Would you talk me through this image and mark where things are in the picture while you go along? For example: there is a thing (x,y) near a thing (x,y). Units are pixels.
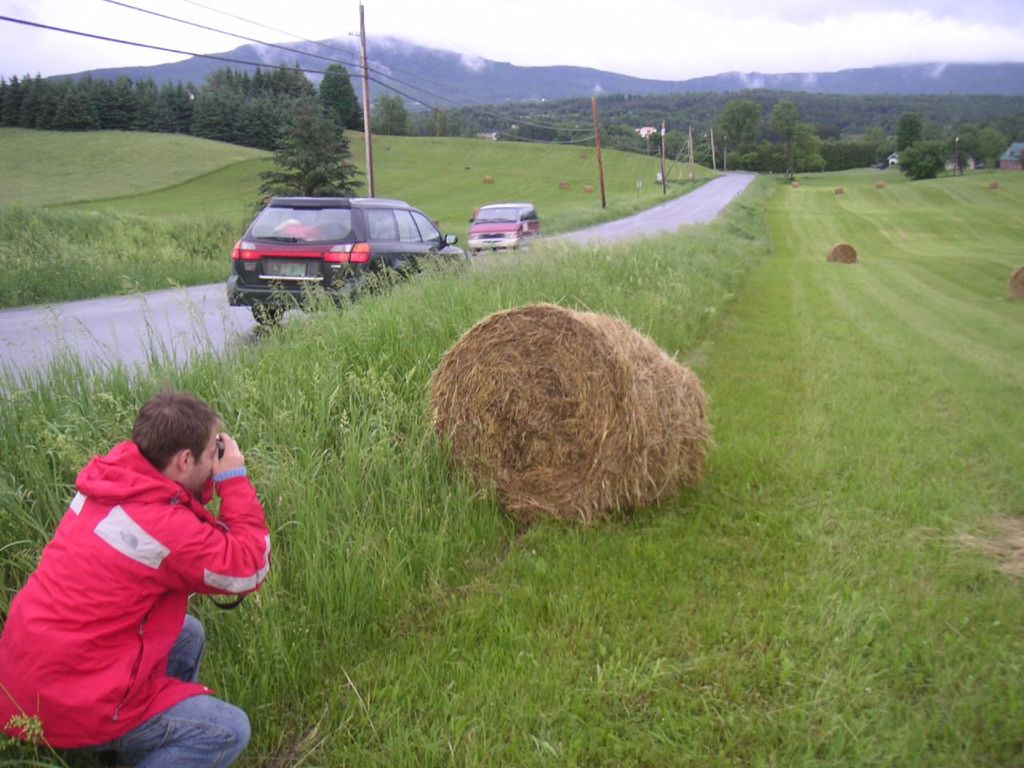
In this image I can see a road (173,352) in the centre (383,258) and on it I can see two vehicles (451,258). On the both side of the road (701,201) I can see an open grass ground (746,260) and on the right side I can see number of brown colour things (837,253) on the ground (847,283). On the left side of this image (185,493) I can see one man (211,493) and I can see he is wearing a jacket (172,686) and jeans (198,697). In the background (439,108) I can see number of poles (369,110), trees (295,117) wires (267,42), mountains (265,57), clouds (978,57) and the sky (57,73).
